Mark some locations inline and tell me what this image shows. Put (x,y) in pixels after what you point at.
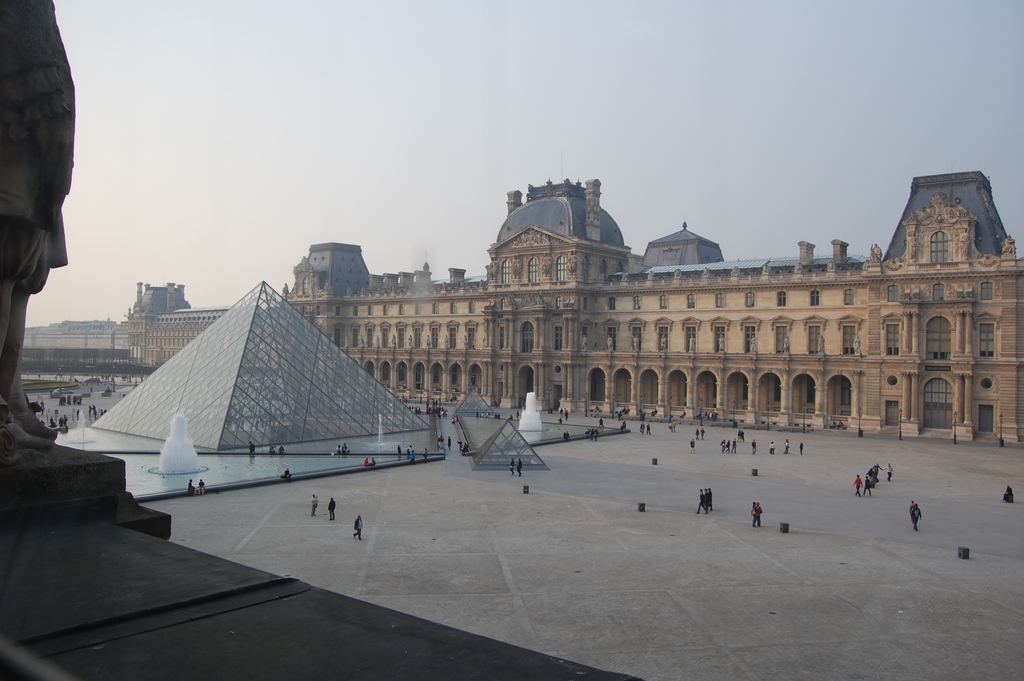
In this picture I can see the path (740,644) on which I see number of people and I can see a pyramid shaped thing (277,359) and few buildings (434,295). On the left side of this picture (22,113) I can see a statue (14,19). On the top of this picture (446,99) I can see the clear sky (685,73).
